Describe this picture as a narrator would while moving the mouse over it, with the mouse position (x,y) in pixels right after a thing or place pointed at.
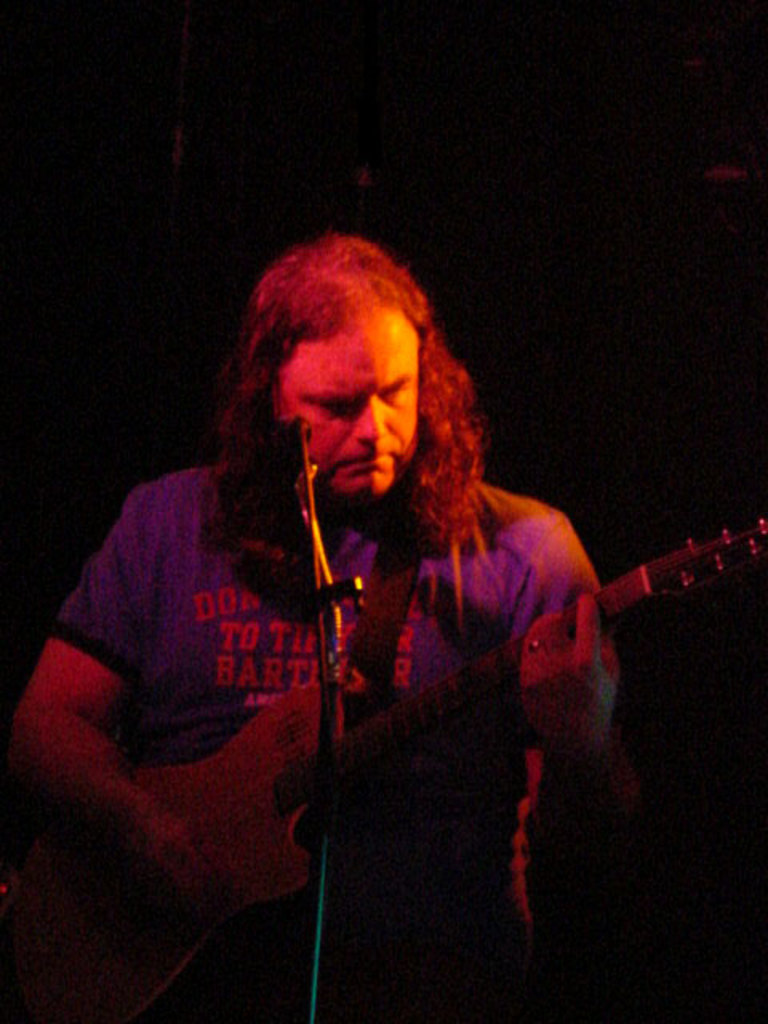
In this picture, we see a man (225,624) in the violet T-shirt (225,631) is standing. He is holding the guitar (277,742) and he is playing the guitar (435,701). In front of him, we see a microphone (300,461). In the background (114,249), it is black in color. This picture might be clicked in the dark.
